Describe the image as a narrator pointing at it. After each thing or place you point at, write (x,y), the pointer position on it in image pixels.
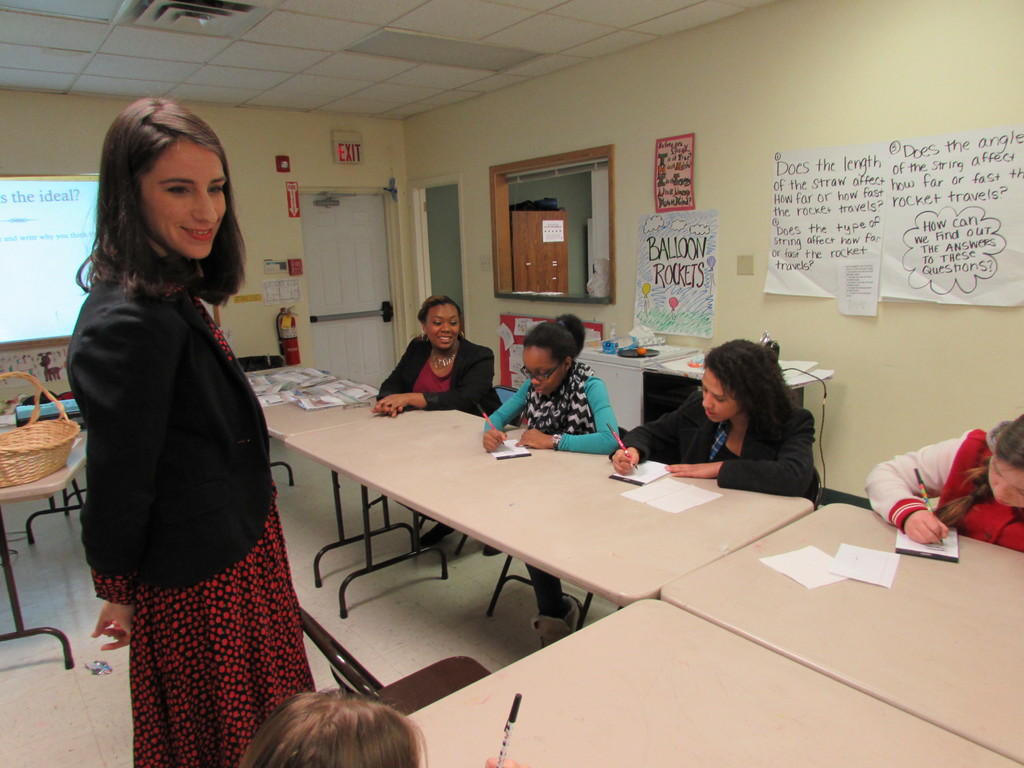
As we can see in the image there is a wall (761,174), window (497,289), door (384,255), screen (9,217), few people (939,492) sitting over here and there are chairs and tables (454,475). On table (49,487) there is a basket (9,469), papers (510,445) and on the left side (161,454) there is a women (187,436) standing.
